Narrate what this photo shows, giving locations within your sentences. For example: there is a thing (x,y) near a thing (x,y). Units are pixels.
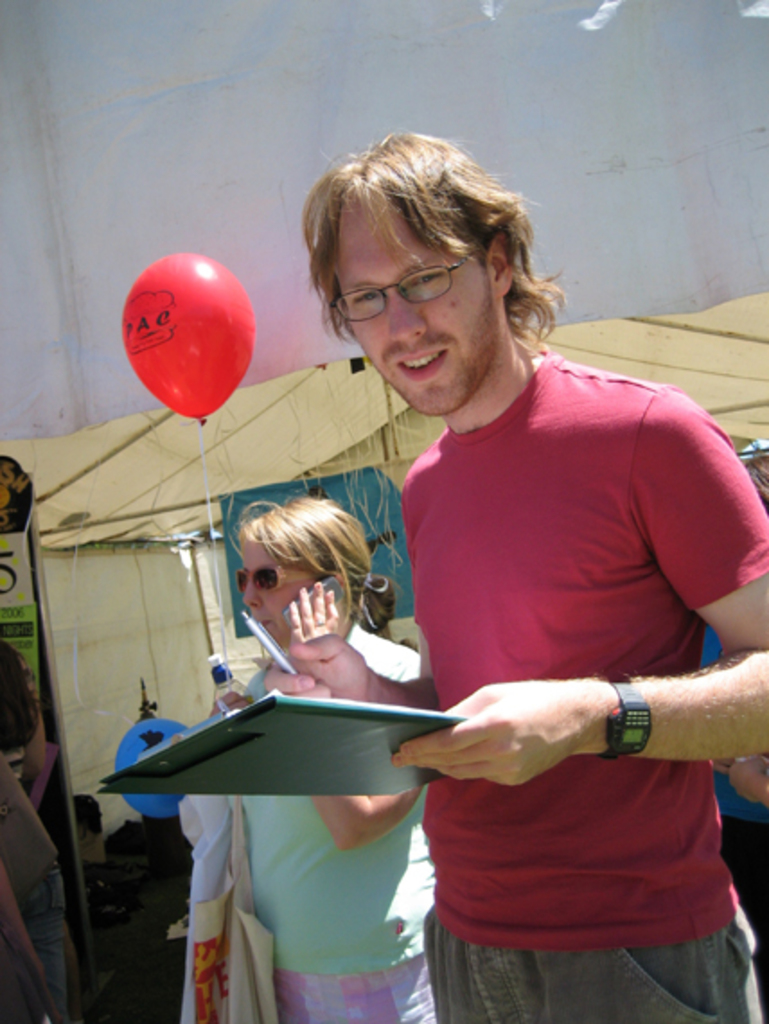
In this image I can see there is a person (633,545) standing and holding a pen (283,662) and a pad (320,792). And the other person (316,608) talking on the phone (324,598). There is a shed (105,402), Balloon (139,331) and an object (25,493). And at the background (498,139) there is a tent (66,461).
